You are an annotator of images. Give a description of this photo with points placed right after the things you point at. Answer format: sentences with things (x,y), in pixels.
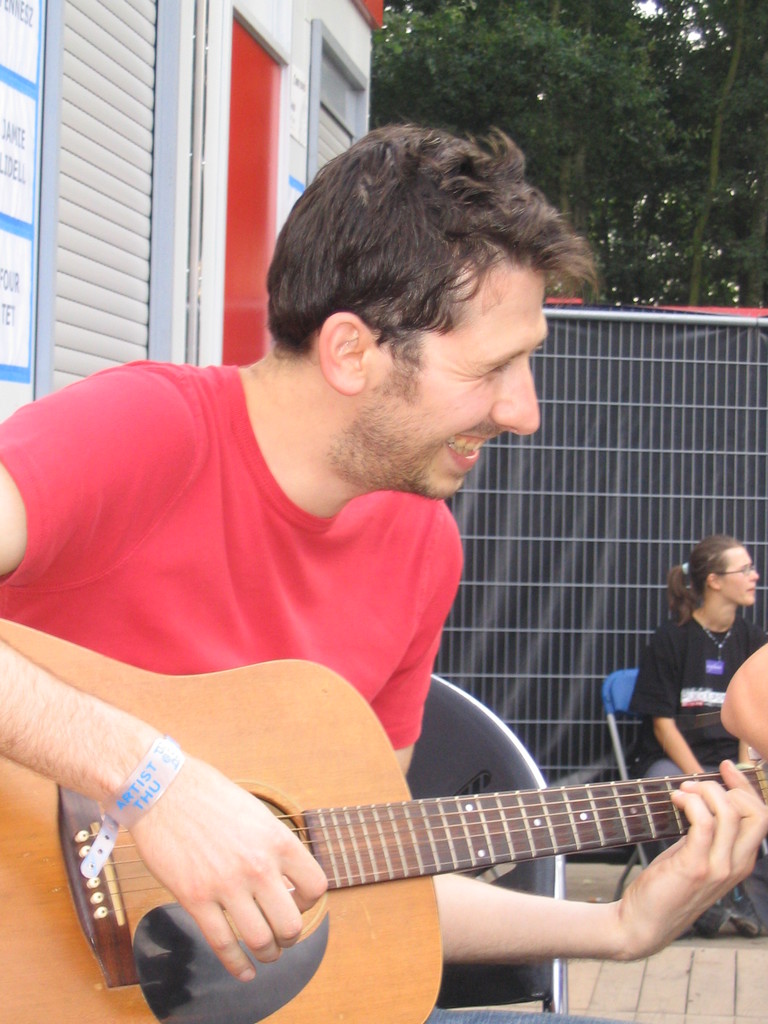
In this picture we can see a man (397,705) who is playing guitar (524,795). He is smiling. Here we can see a woman (640,701) who is sitting on the chair (623,705). This is floor (714,979) and these are the trees (631,94).
